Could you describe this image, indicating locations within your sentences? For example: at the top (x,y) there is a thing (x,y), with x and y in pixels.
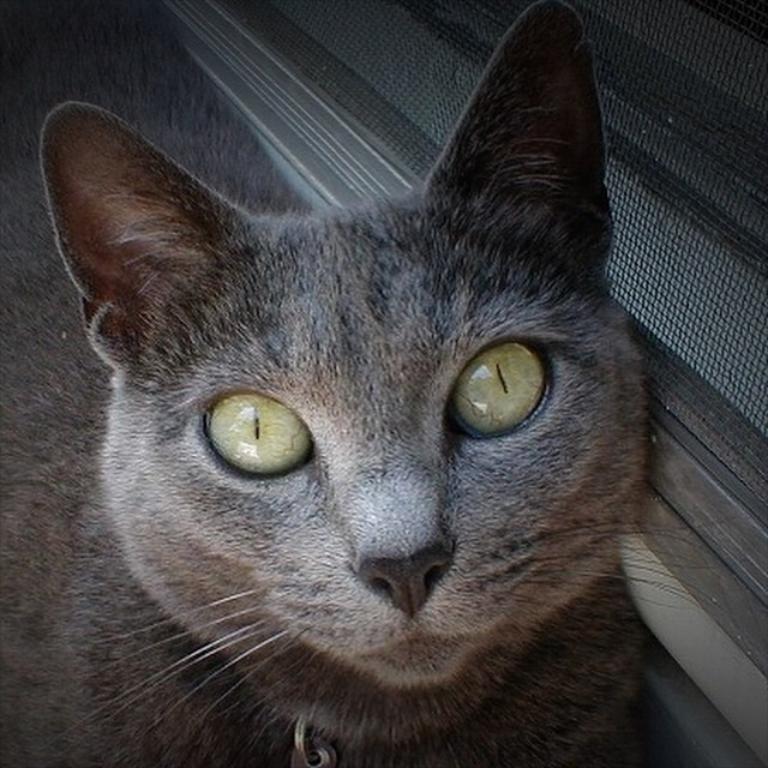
In this picture, there is a cat (211,416) which is in grey in color.
